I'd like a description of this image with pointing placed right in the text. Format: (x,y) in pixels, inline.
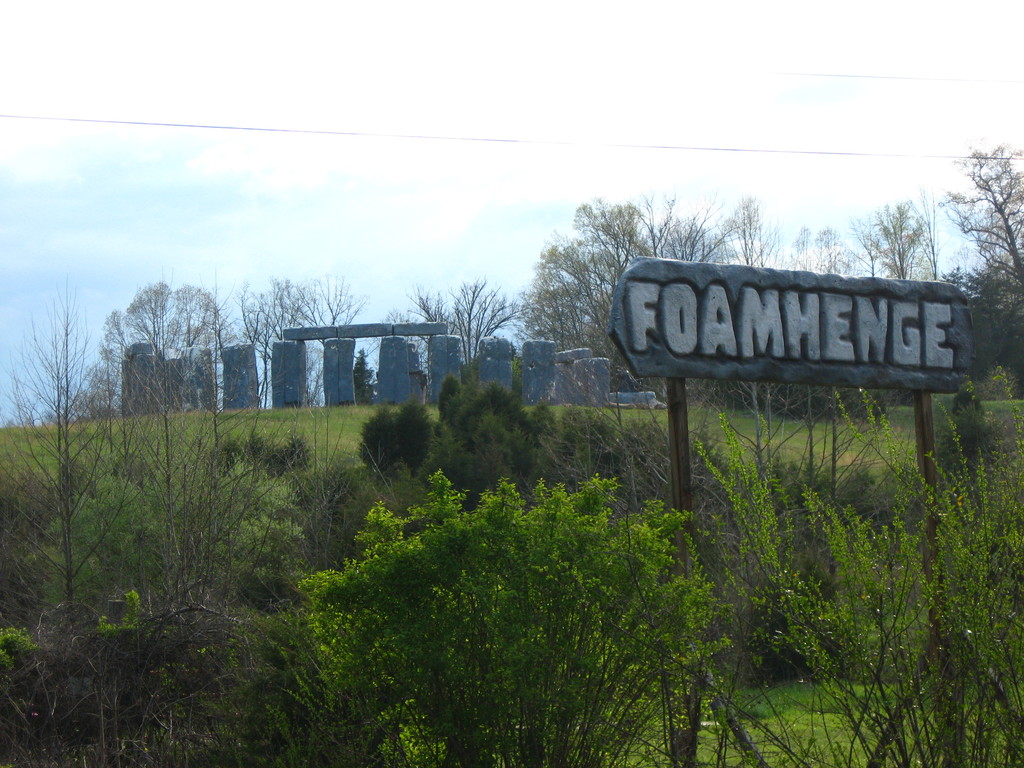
In this image, we can see some rocks (387,359) and the ground (356,415). We can also see some grass (323,428), plants (356,468) and trees (519,340). We can see a board (717,339) with some text (690,338). We can see a wire (923,157) and the sky (186,205) with clouds (270,90).
